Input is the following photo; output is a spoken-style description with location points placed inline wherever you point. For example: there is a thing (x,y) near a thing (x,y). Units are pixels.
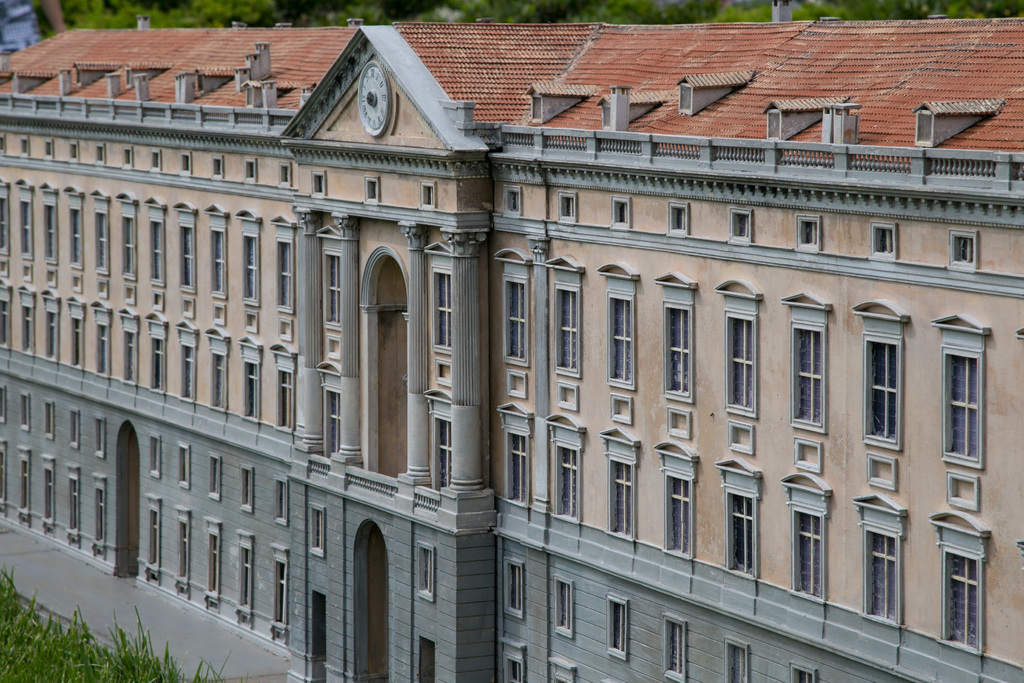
In this picture I can observe a building (325,283) which is in cream and grey color. The roof (587,115) of the building (445,80) is in brown color. On the left side (62,639) I can observe some plants (41,663) on the ground (67,645). In the background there are trees (730,1).
